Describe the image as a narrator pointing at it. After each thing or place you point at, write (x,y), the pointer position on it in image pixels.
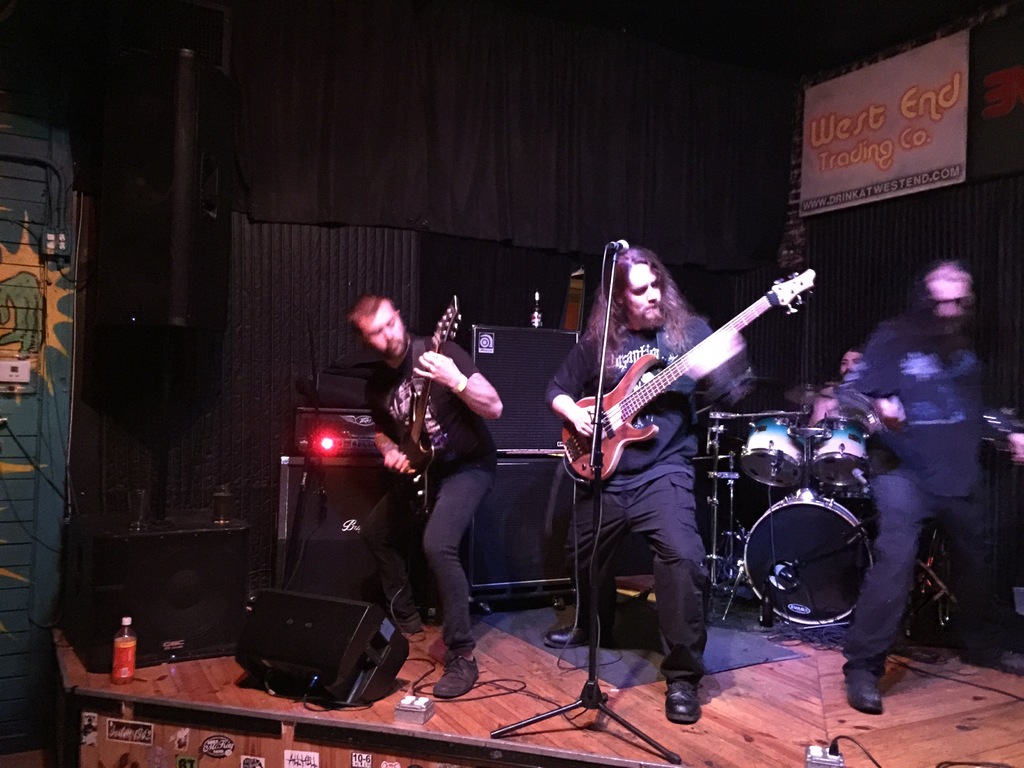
This image is clicked in a musical concert. There are people (403,420) who are playing musical instruments (746,449). There are wires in the bottom (572,635). There is a bottle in the bottom (127,678).
